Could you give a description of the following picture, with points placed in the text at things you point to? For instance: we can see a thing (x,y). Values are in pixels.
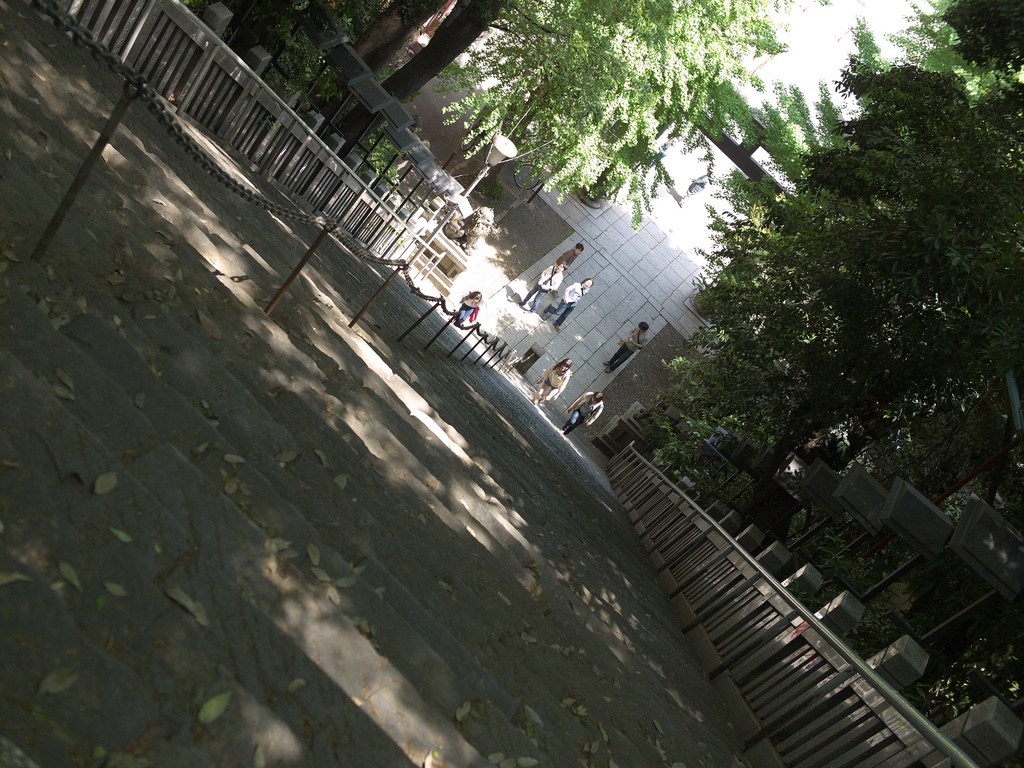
In this picture we can see people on the ground (649,264), here we can see trees (721,240), steps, fence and few objects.
